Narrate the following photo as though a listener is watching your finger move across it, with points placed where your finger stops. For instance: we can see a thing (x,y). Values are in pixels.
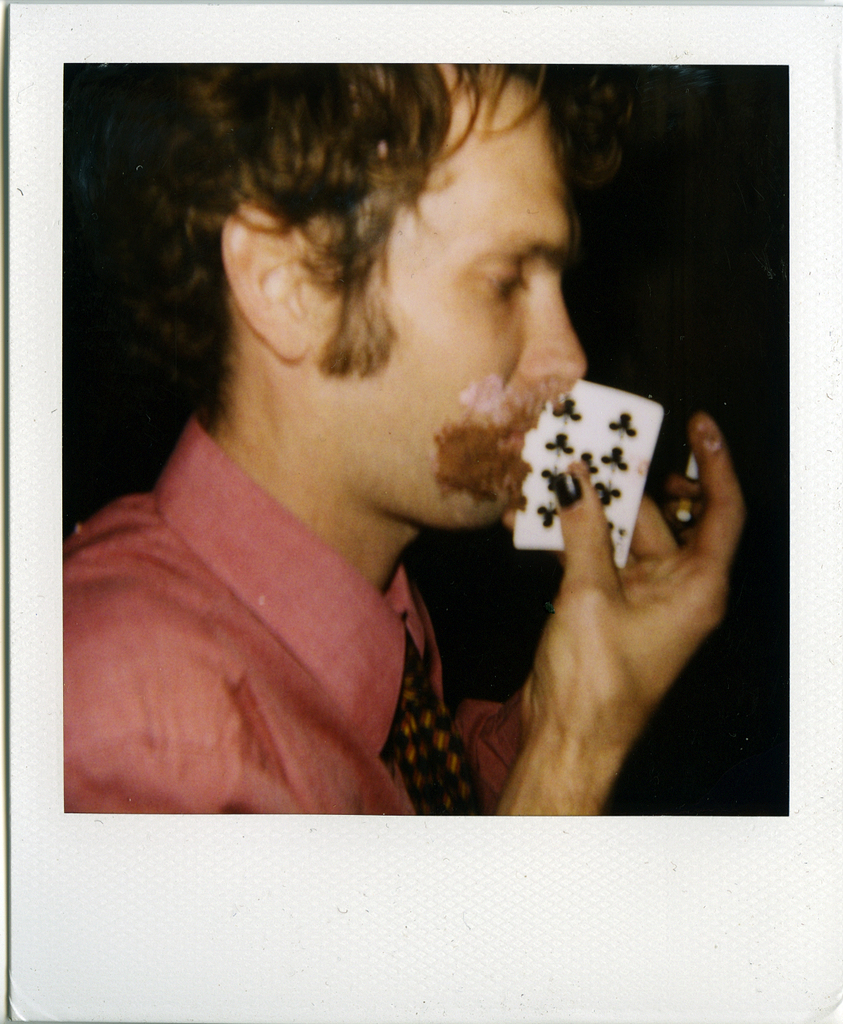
In this image, we can see photo of a picture (767,82) contains person (377,704) wearing clothes (267,696) and holding a card (558,451) with his hand (607,577).
